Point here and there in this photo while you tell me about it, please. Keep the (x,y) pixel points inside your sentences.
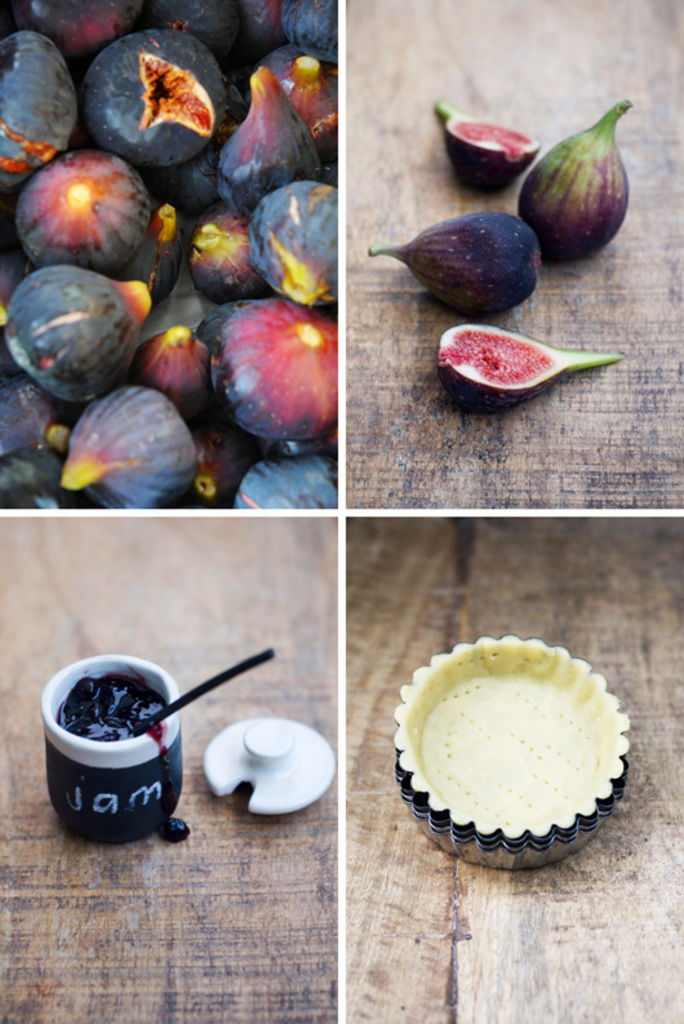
It is a collage image, there are some fruits (324,260) in the first two pictures, in the third picture there is a jam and in the fourth picture there is a collection of molds (585,830).
